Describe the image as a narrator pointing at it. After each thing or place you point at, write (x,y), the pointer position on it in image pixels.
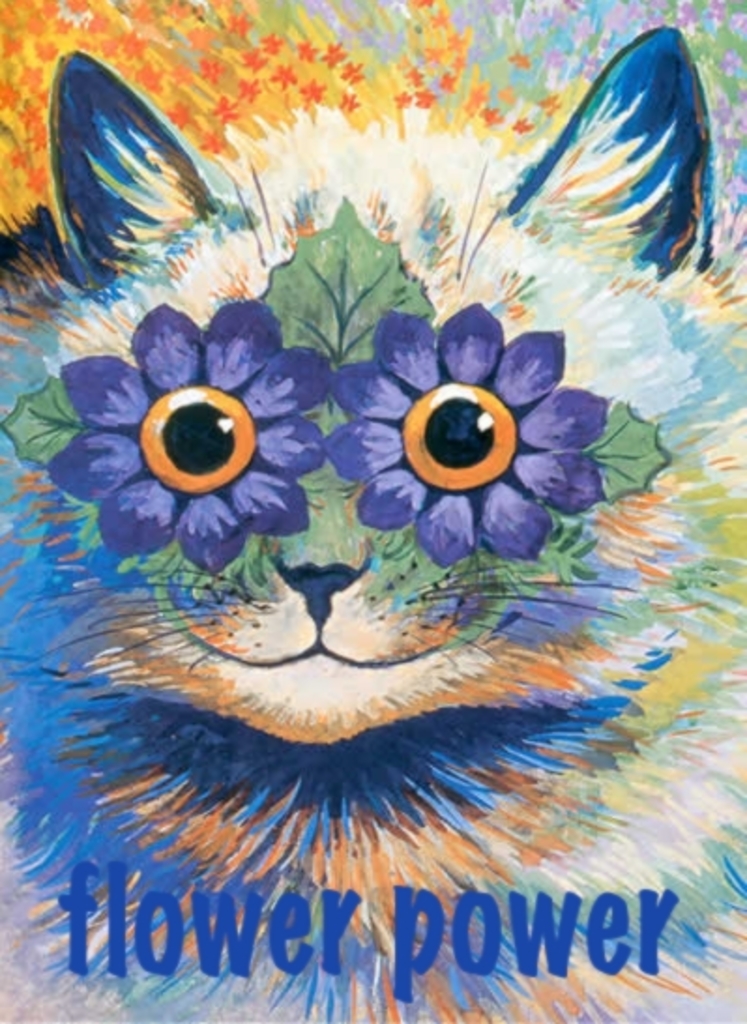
In this picture we can see the painting (372,150) of a cat (288,239). Here we can see the flowers (527,435). At the bottom (277,950) there is a watermark (302,964).
